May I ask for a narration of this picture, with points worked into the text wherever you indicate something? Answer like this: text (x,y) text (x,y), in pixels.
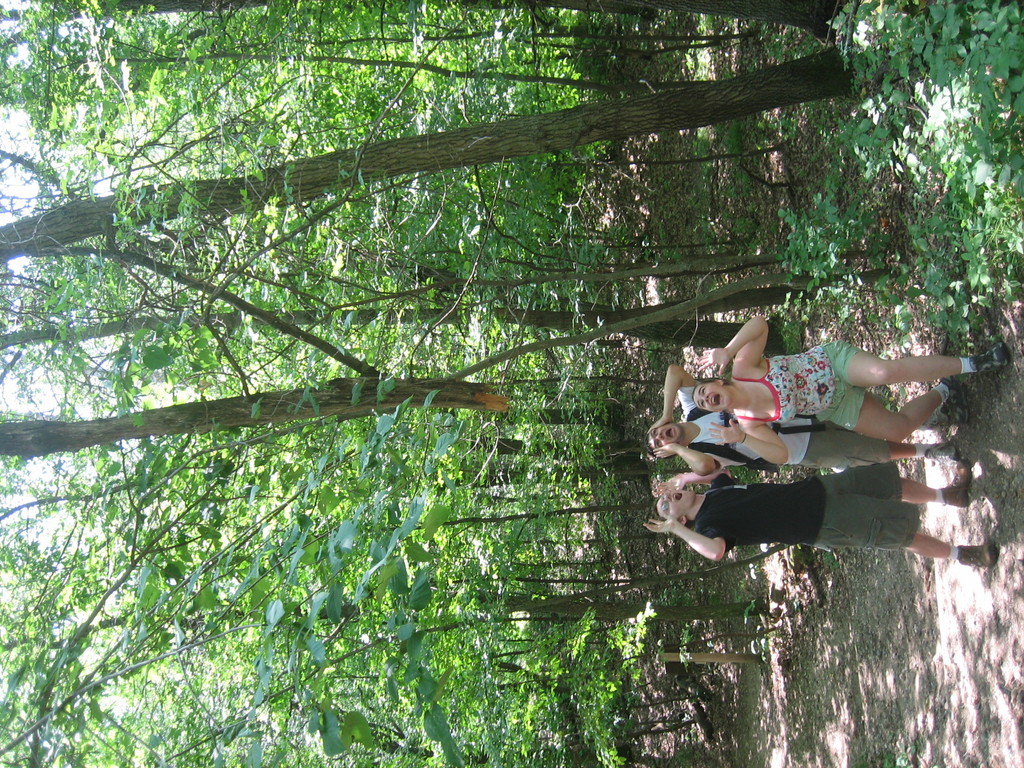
In this image there are three people (801,454) standing and shouting, behind them there are trees (290,363).
